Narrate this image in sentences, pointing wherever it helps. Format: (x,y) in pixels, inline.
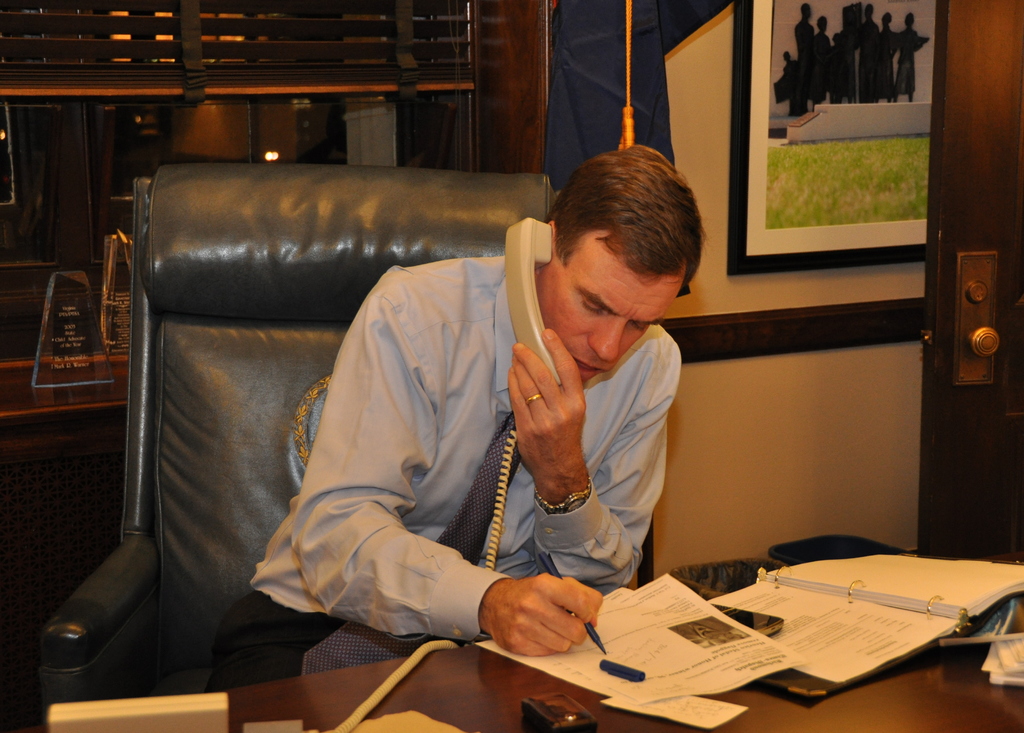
In this picture we can see a man (541,635) who is sitting on the chair (260,506). He is talking on the phone (521,266). This is table (921,710). On the table (893,688) there is a file (823,642), and papers (644,653). On the background (810,451) we can see a wall (822,398) and this is frame (778,191). And there is a door (962,384).
